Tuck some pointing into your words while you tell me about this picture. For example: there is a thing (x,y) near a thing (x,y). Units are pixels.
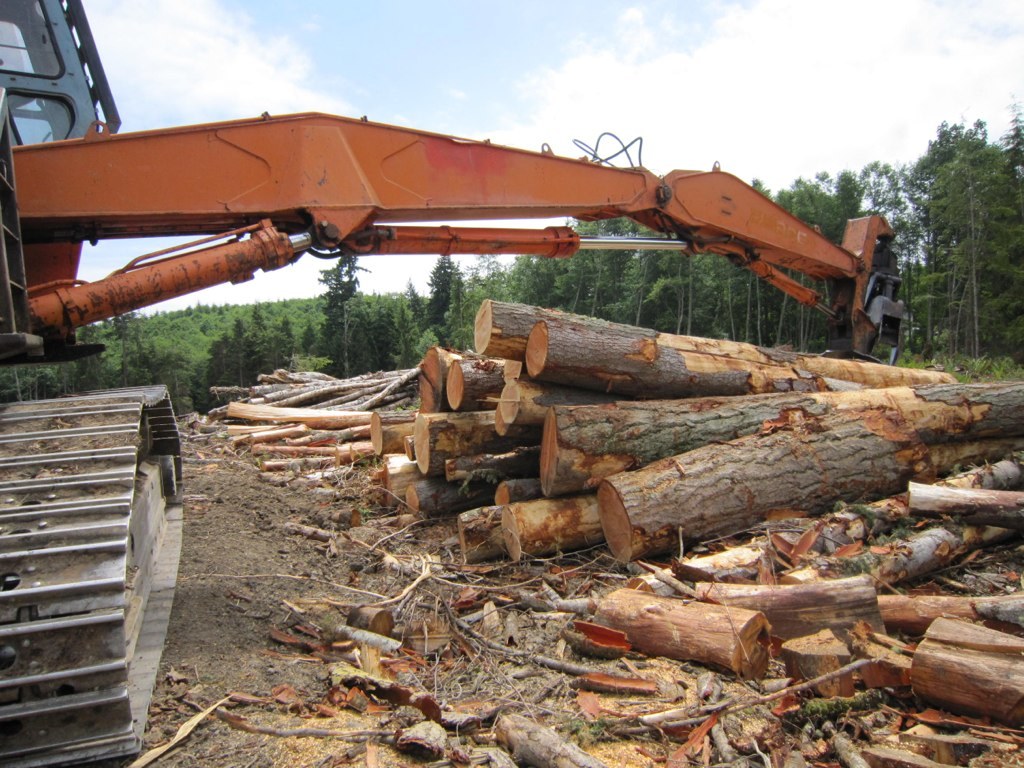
In the left side (242,130) it is a JCB (3,763), in the right side (714,528) these are the logs (396,422) and in the long back side there are trees (1004,157).
